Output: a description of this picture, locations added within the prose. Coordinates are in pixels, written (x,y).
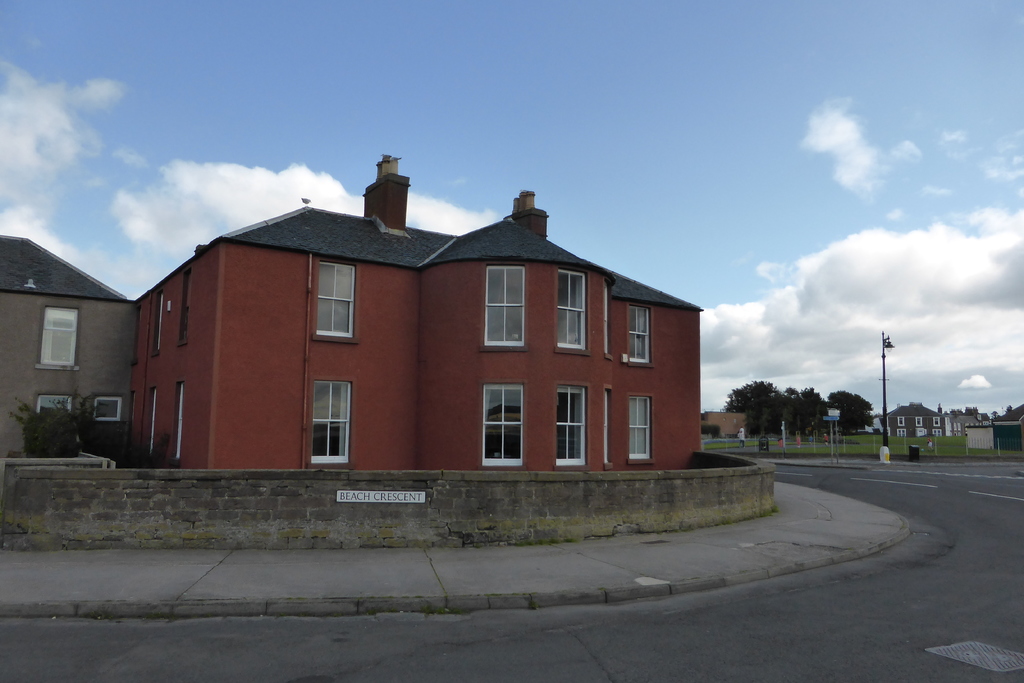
In this picture I can see the path (626,618) in front (197,666) and in the middle of this picture (358,328) I see the buildings (339,305), a pole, grass (914,444), trees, few more buildings (925,426) on the right (908,433) and the plants (68,423) on the left (68,438). In the background (119,205) I see the sky (750,136) which is a bit cloudy.
